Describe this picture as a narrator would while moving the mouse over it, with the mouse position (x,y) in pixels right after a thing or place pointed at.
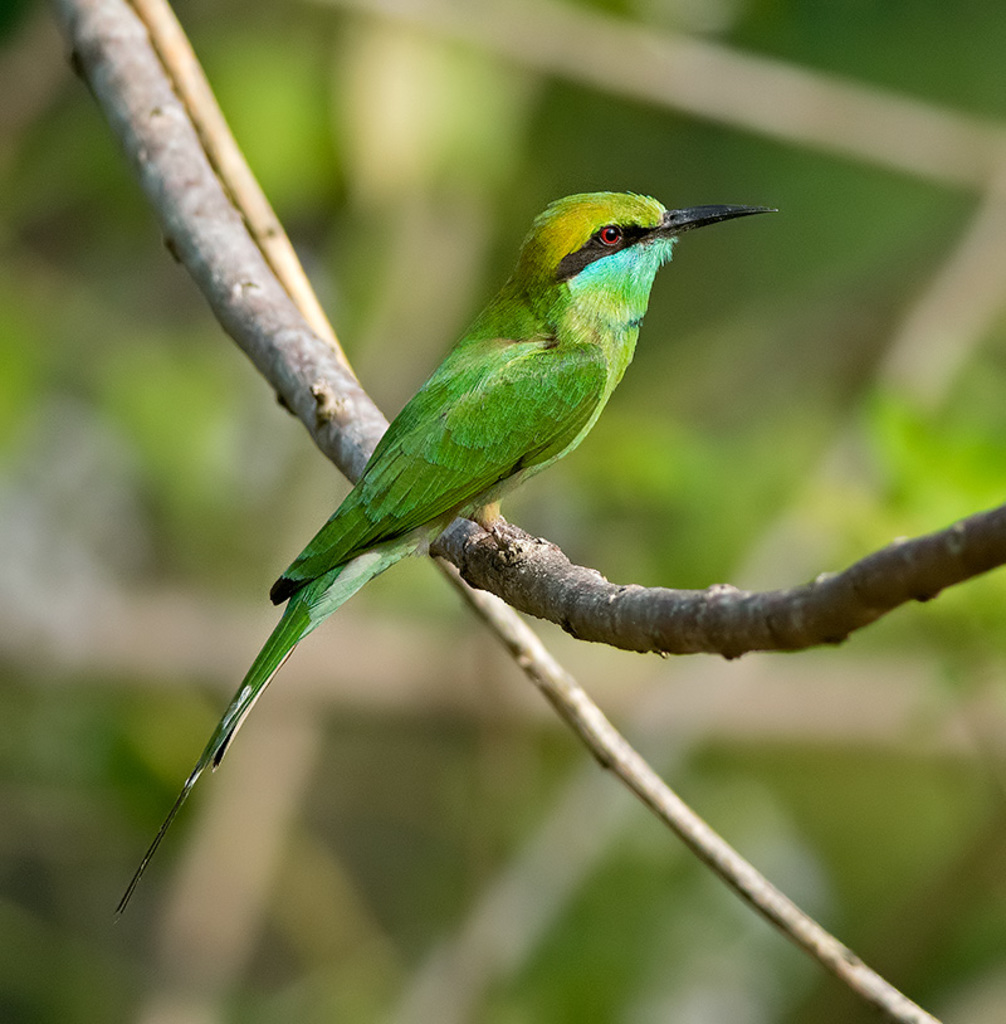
In the center of the image (523,421), we can see a bird (388,532) on the stem (496,556) and there is a stick (593,747) and the background (787,261) is blurry.
